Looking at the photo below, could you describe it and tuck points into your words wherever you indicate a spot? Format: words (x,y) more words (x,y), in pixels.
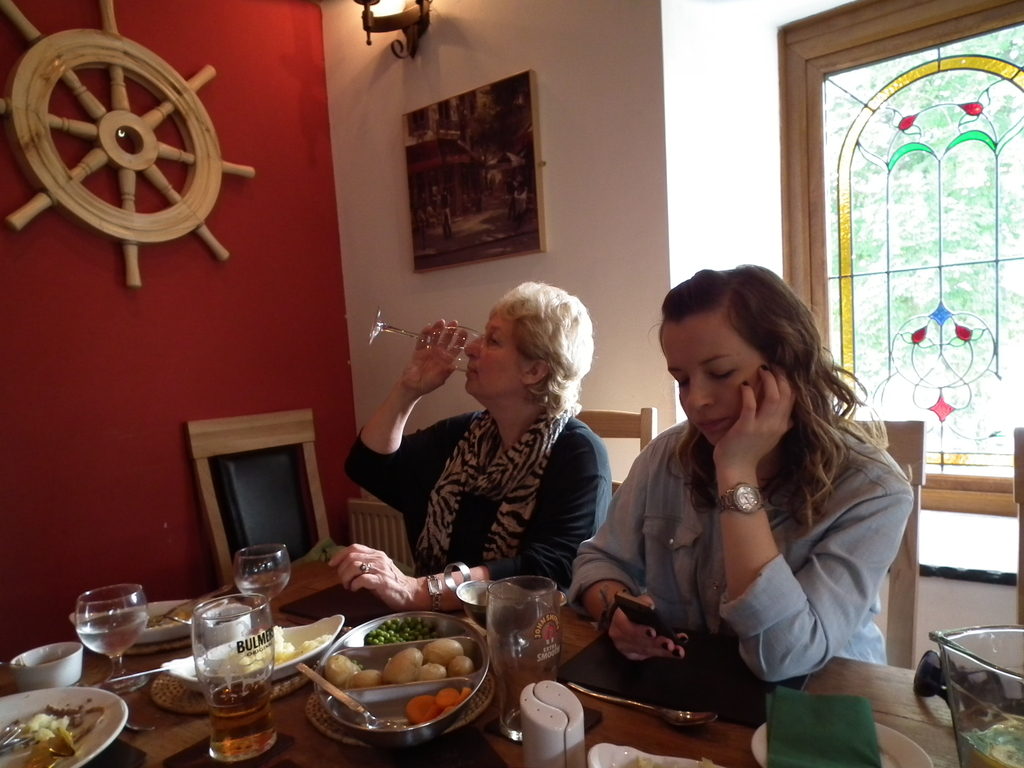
In this picture there are two women (583,559) sitting one of them is drinking and she is holding a glass (464,351) in her hand (435,365) and other woman (676,587) is looking into her phone (649,620) there is a table (26,728) in front of them with some food (416,664) and glasses (251,748) and in the backdrop (1023,135) there is a window (803,166).
